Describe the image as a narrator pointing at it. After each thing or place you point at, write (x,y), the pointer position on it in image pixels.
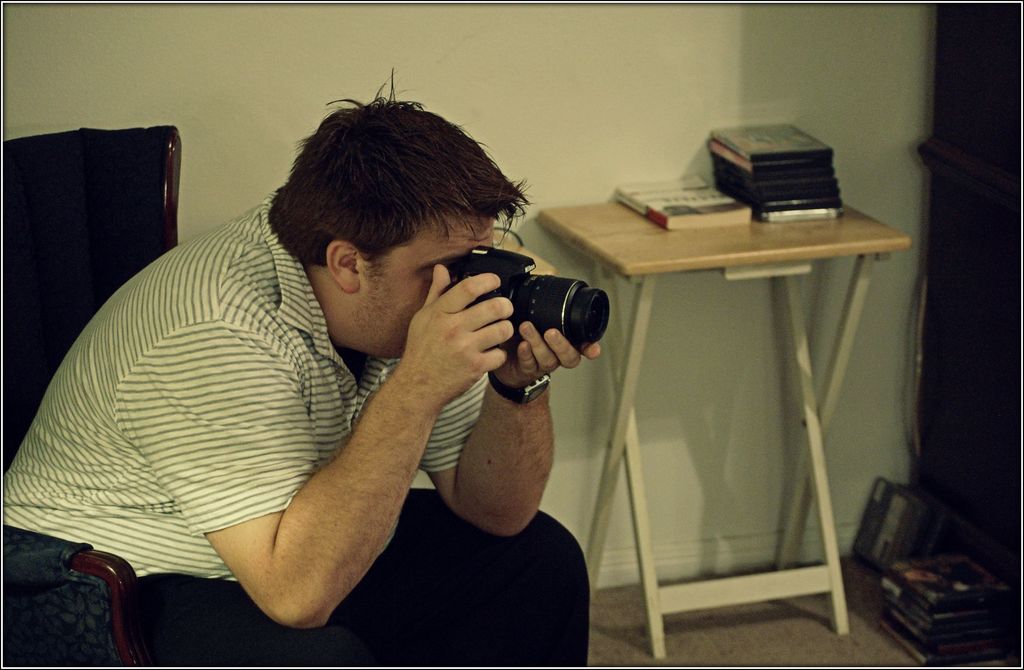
In this image there is a person (153,407) sitting on the chair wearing white color dress (288,434) holding camera (479,270) in his hands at the right side of the image (797,216) there are some books (765,207) on the table (870,250).
